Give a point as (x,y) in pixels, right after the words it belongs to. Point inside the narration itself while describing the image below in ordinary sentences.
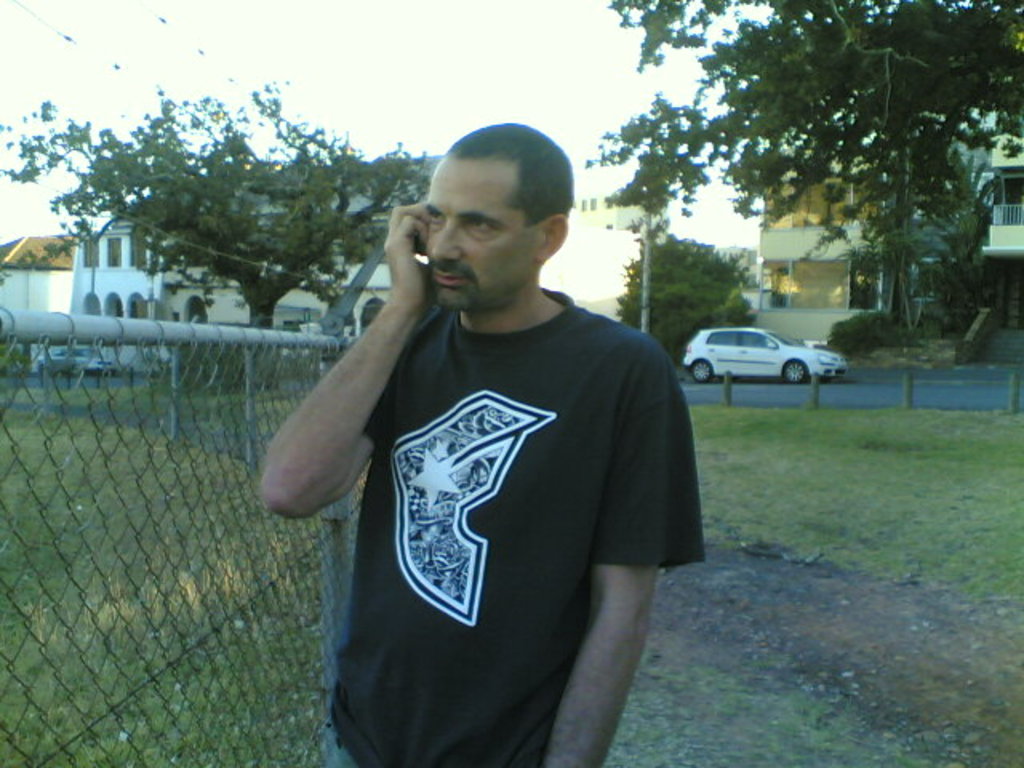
In this image there is a person (452,508) standing, there is wire fence (339,577), there are vehicles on the road (714,378), houses (59,303), trees (683,250), and in the background (333,30) there is sky (446,23).
